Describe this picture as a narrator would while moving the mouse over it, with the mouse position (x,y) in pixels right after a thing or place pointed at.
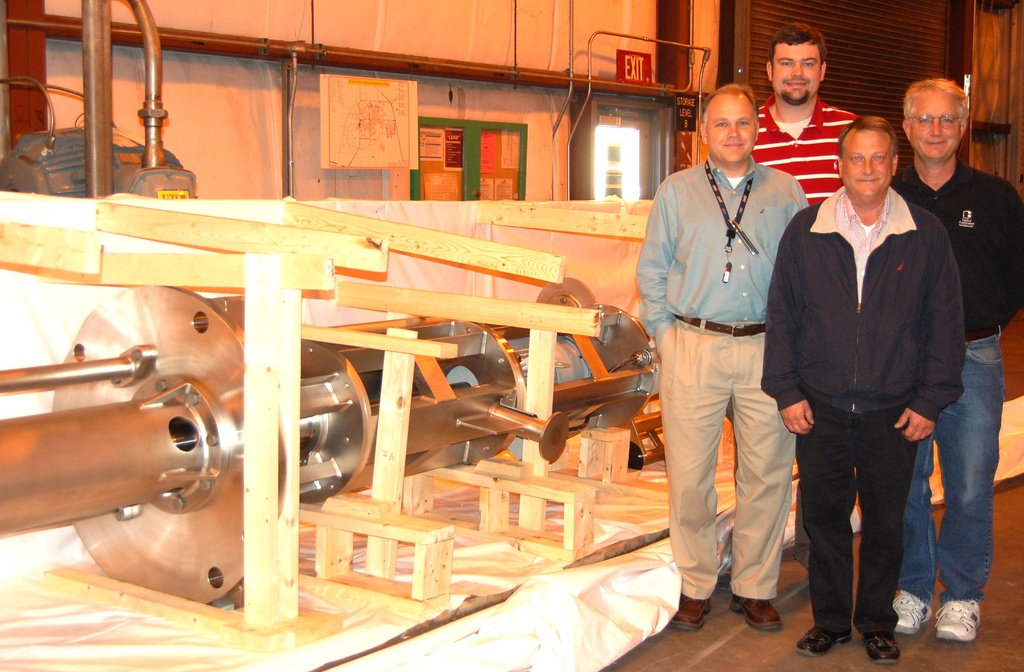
In the image we can see there are four men (795,309) standing and beside them there are mechanical machines (615,402).
